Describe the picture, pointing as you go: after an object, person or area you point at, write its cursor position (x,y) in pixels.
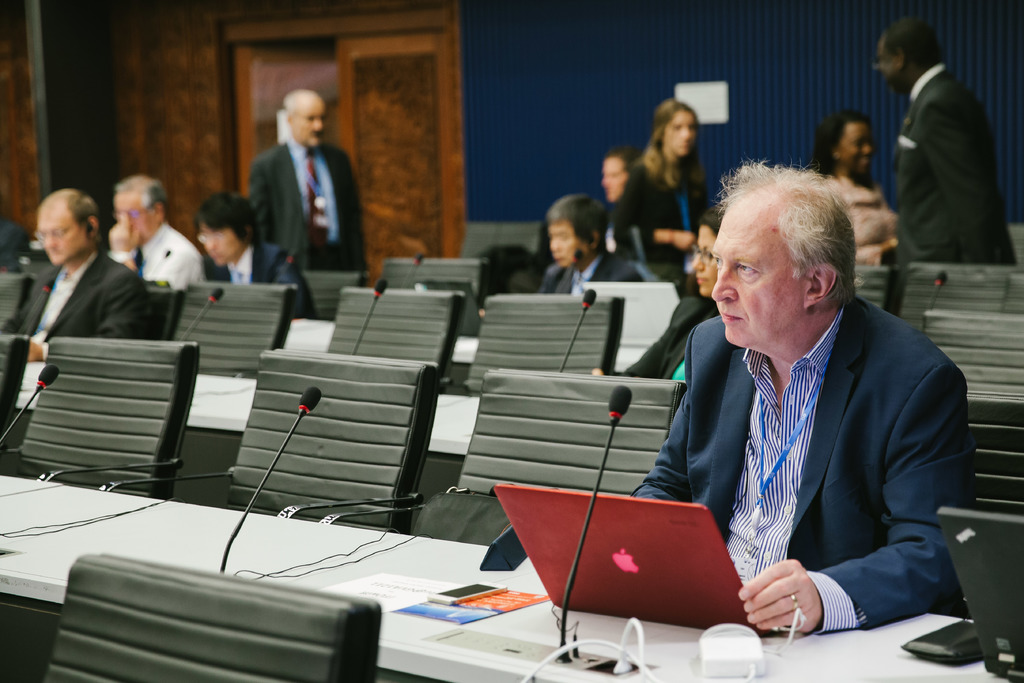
This image consists of so many tables (890,680) and chairs (87,654). People (51,301) are sitting in those chairs (566,415). There are laptops (541,580), phones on the table (446,573). There are mikes (48,285) on the table (136,515).
